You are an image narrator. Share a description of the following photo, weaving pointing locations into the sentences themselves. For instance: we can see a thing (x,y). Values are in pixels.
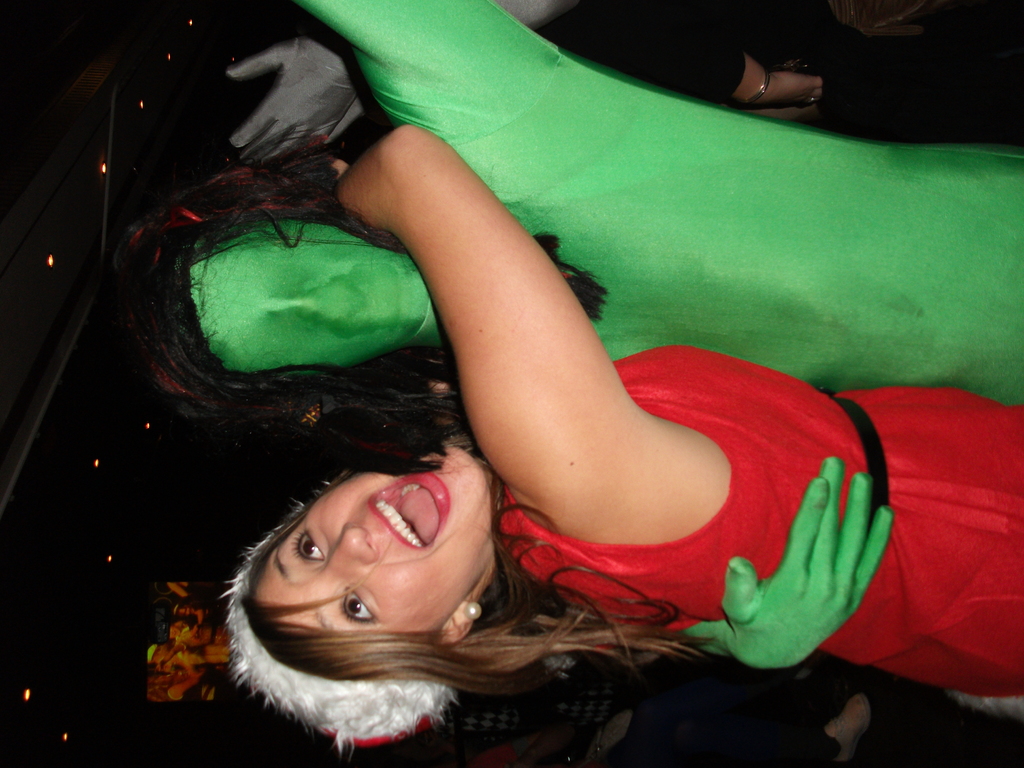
In this image at front (625,602) there is a person (596,555) hugged by another person (713,183). Behind her there are few other people (700,718) standing on the floor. On top of the roof (149,140) there are fall ceiling lights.
